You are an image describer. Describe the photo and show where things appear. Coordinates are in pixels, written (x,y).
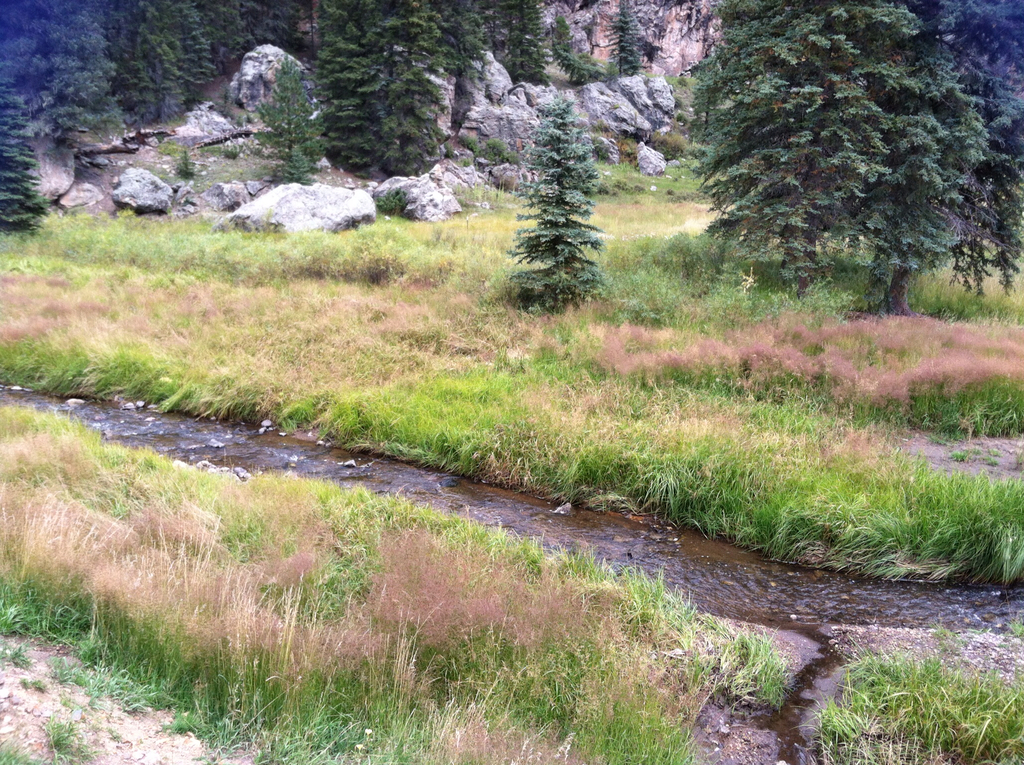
In this image there is a grass field (438,515) and a small water flow (490,492) at the middle (425,484) beside that there are so many trees (228,49) and rocks (126,182).
